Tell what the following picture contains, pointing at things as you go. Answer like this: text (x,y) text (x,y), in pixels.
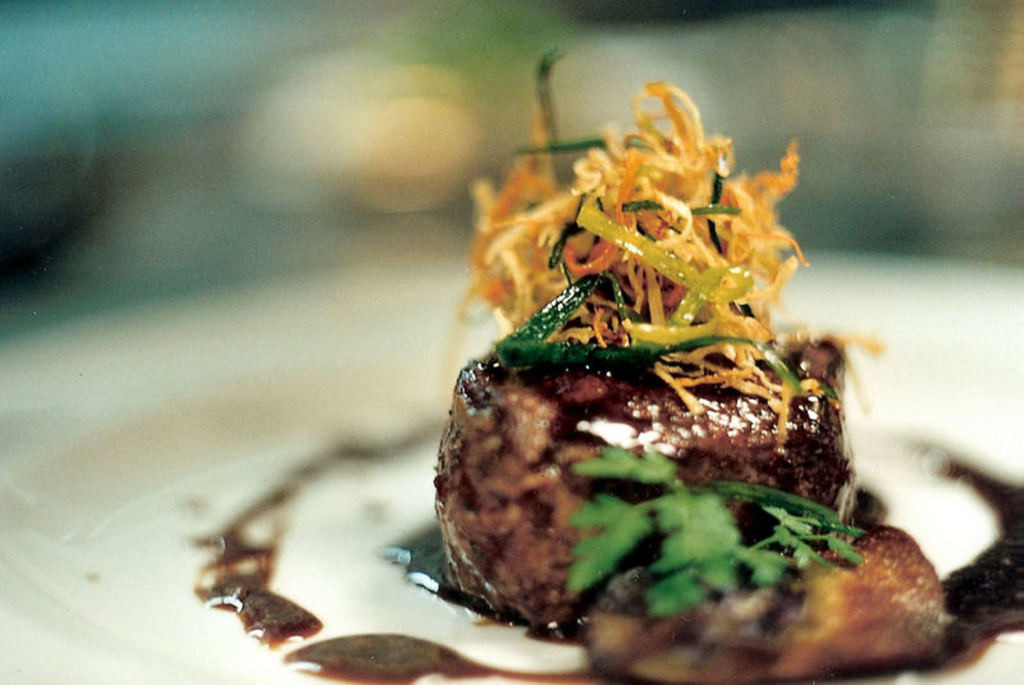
In the front of the image (442,439) I can see food (538,399) on the plate (305,532). In the background of the image (427,171) it is blurry.
